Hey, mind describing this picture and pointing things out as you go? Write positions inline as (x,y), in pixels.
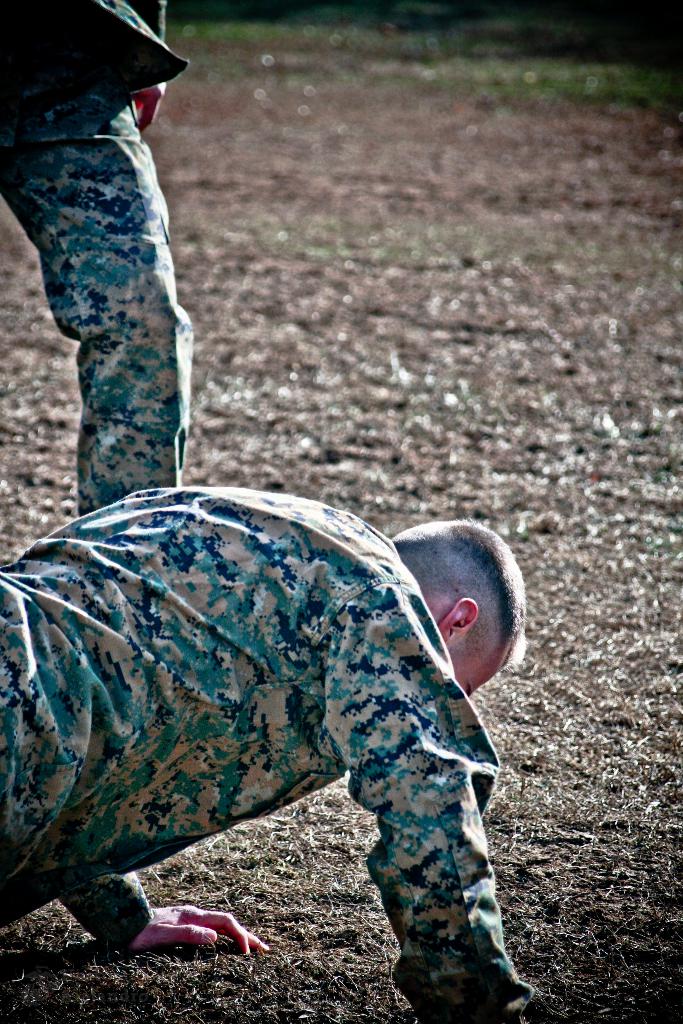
In this image we can see this person (12,878) wearing the uniform (473,830) is on the grass (343,931), here we can see a person's leg (158,257). The background of the image (285,106) is slightly blurred.
